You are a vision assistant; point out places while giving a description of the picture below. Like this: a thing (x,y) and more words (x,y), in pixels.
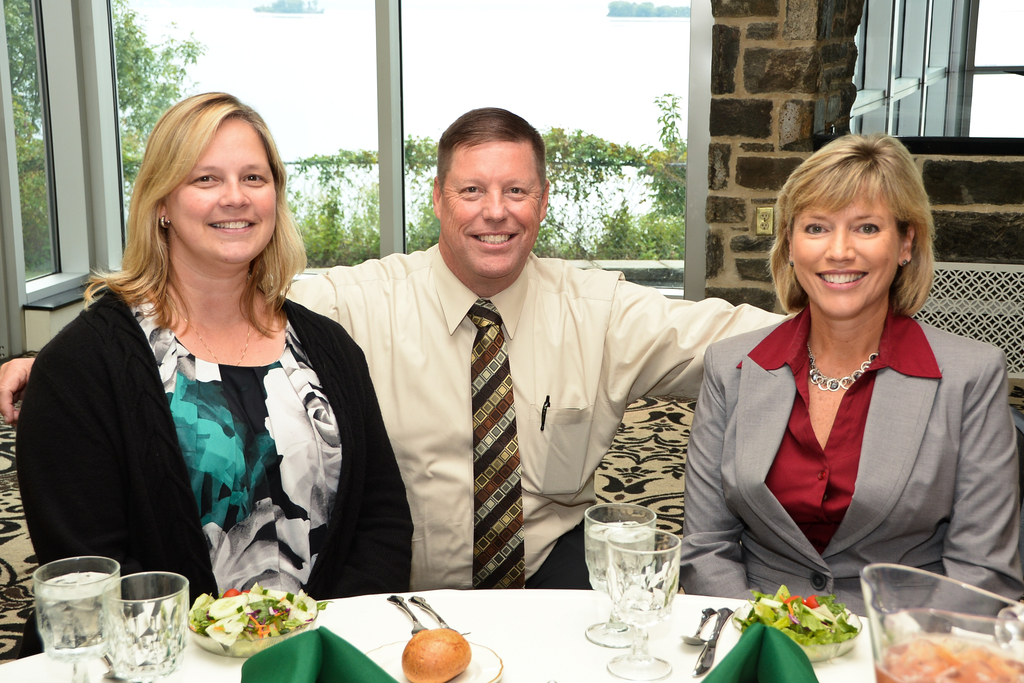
In the image we can see there are people (507,501) who are sitting on chair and on the table (560,631) there are wine glass (662,592), spoon (707,629), fork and food items (249,639) in a bowl (213,646).
